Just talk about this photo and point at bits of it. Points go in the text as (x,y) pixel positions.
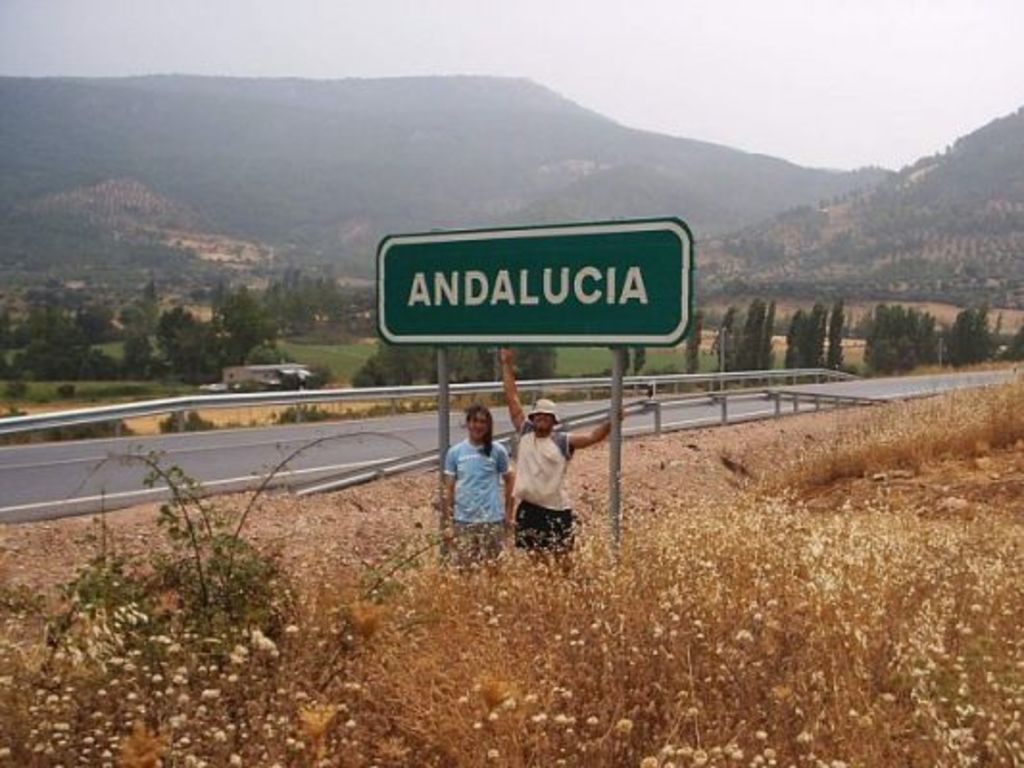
In the center of the image (444,303) there is a name board (444,420). There are people (546,403) standing under it. At the bottom of the image (548,674) there are plants (581,635). In the background of the image (39,199) there are mountains (221,252). There are trees (886,352). There is a road (335,430).
